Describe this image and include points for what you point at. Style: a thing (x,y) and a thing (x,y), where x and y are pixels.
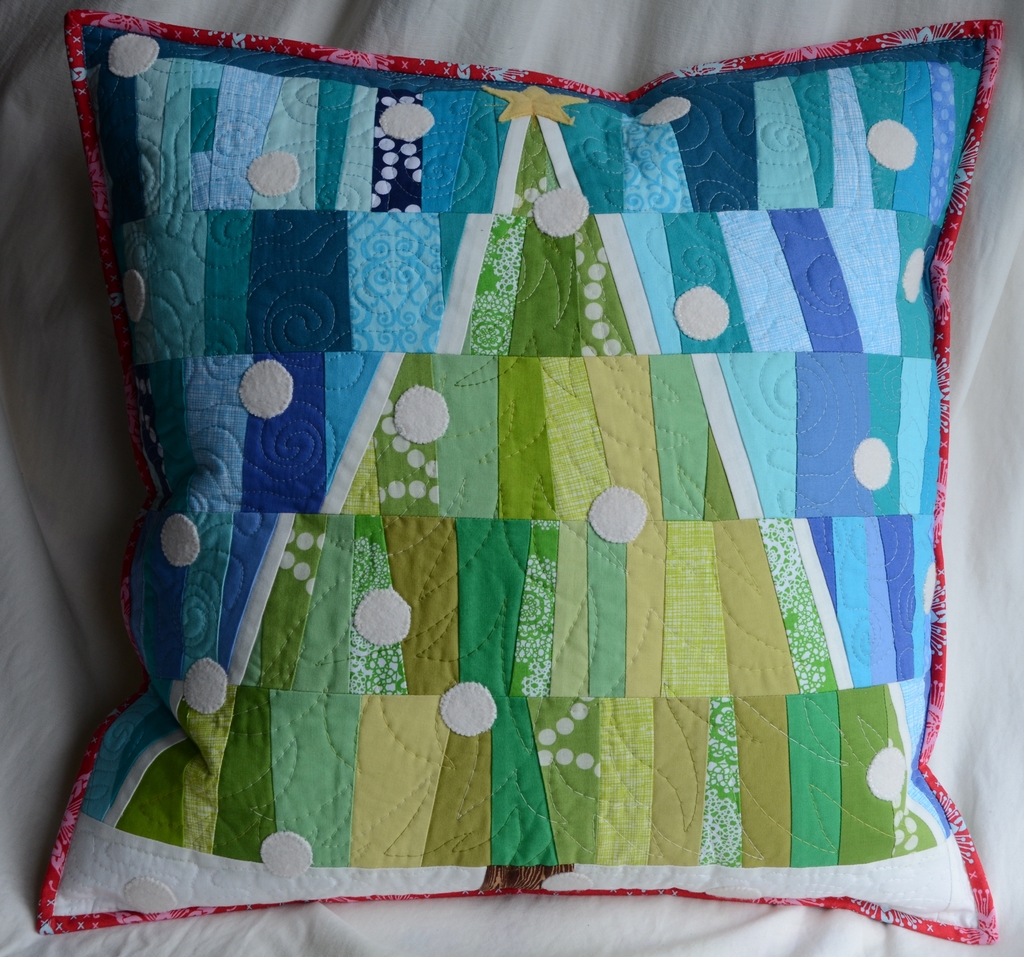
In the middle of this image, there is a pillow (905,407) on a cloth (571,14). And the background (41,23) is white in color.
